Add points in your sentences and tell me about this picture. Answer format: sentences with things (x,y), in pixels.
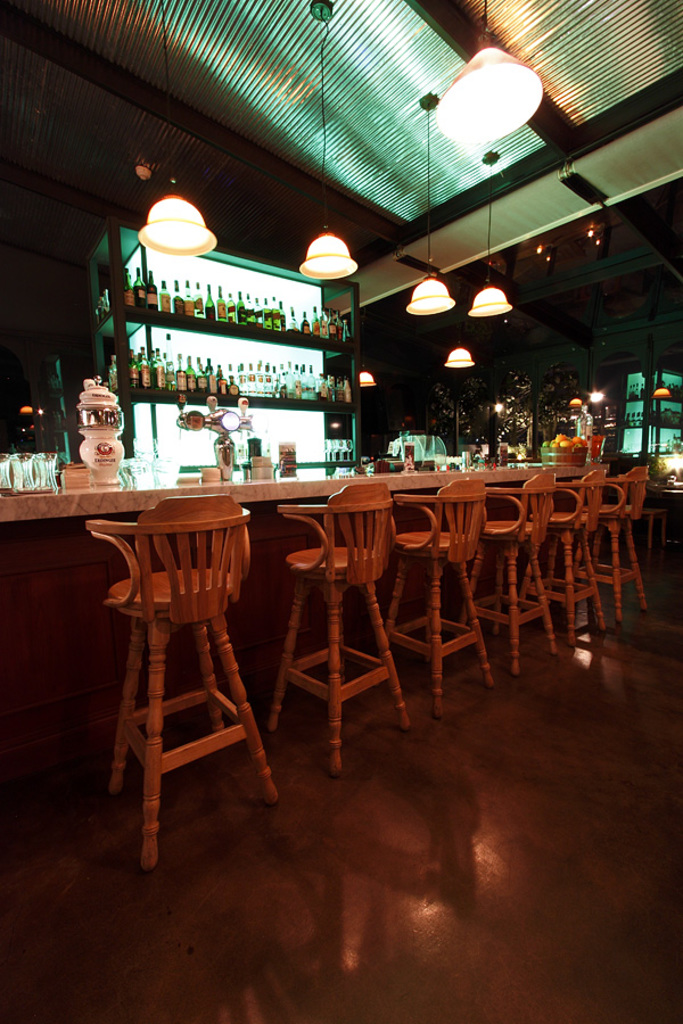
This image is clicked inside bar (49,575), there are chairs (190,580) in the front of table (416,478) with glasses (24,464), bowls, jars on it, in the back (118,328) there is rack (118,328) with many wine bottles (272,394) on it, there are lights (460,85) over the ceiling (381,190).
